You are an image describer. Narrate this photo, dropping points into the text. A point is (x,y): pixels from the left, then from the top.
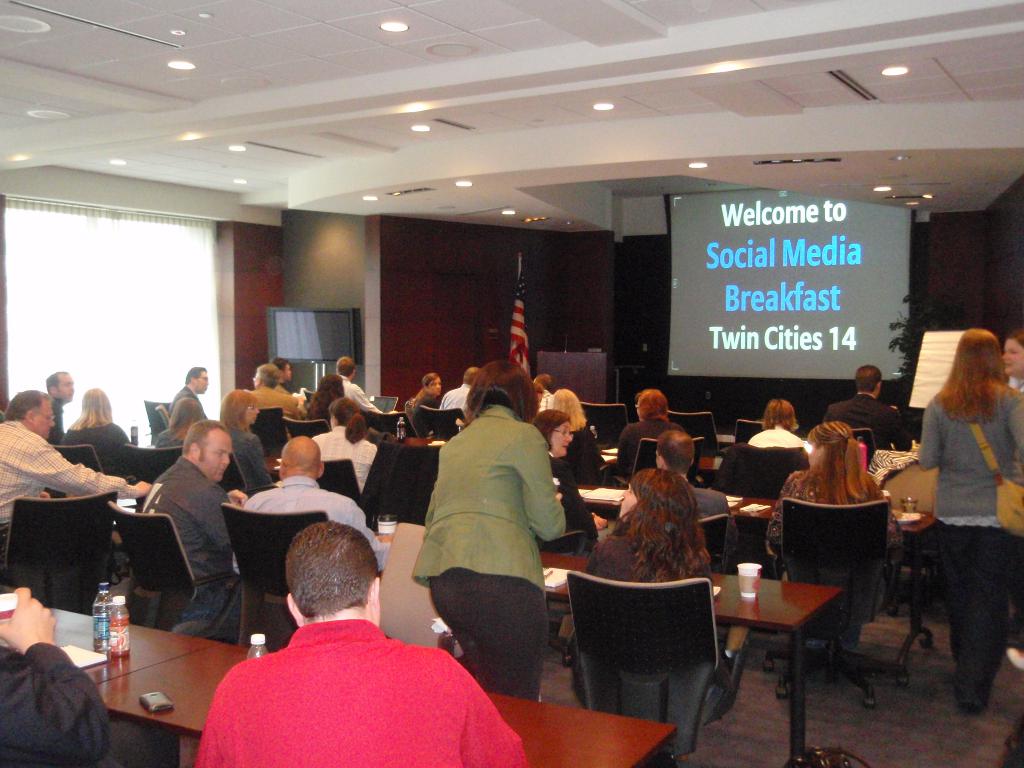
in this picture we can see a group of people (307,443) sitting on the chair (609,427), and in front there is the table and water bottles (112,614) on it, and in front there is the projector (676,248) some thing (791,245) written on it, and at side there is the flag (517,341), and at the top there are lights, and here is the wall (427,344).
